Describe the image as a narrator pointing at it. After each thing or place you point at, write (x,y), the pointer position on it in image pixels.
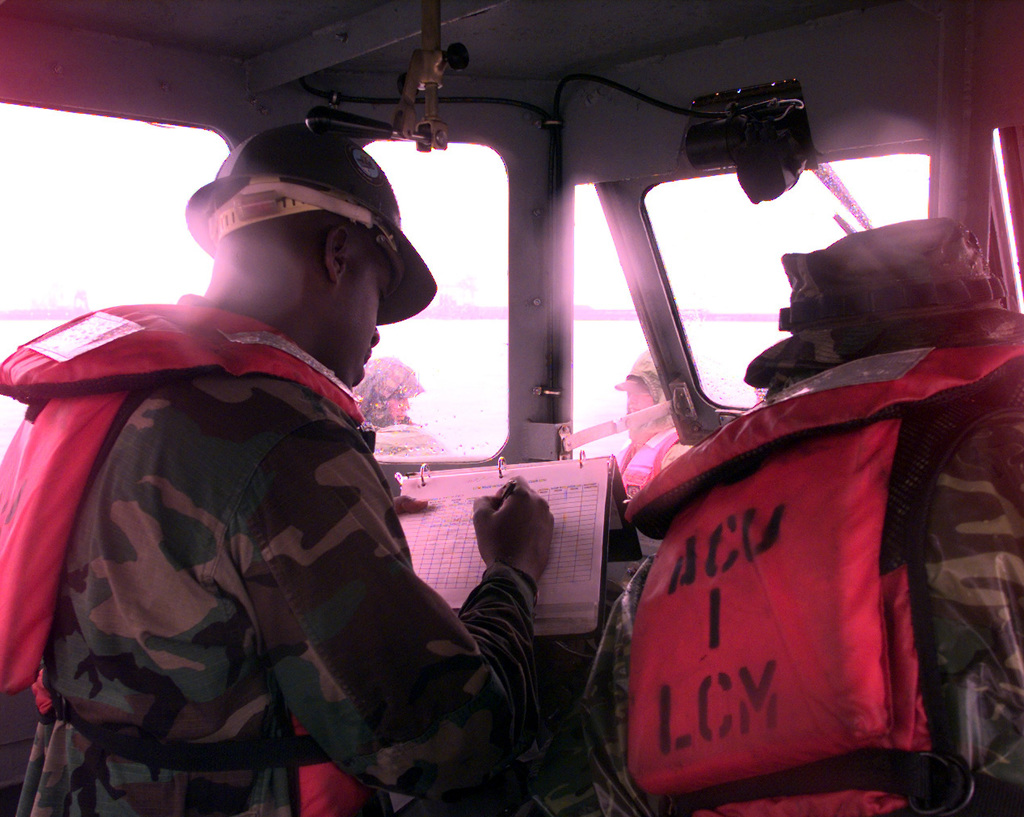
In this image there are two persons (458,635) sitting in the vehicle (466,460), one of them is writing in the book (434,520). From the glass windows (467,360) of a vehicle (548,394) we can see there are other two persons (637,400) standing.
